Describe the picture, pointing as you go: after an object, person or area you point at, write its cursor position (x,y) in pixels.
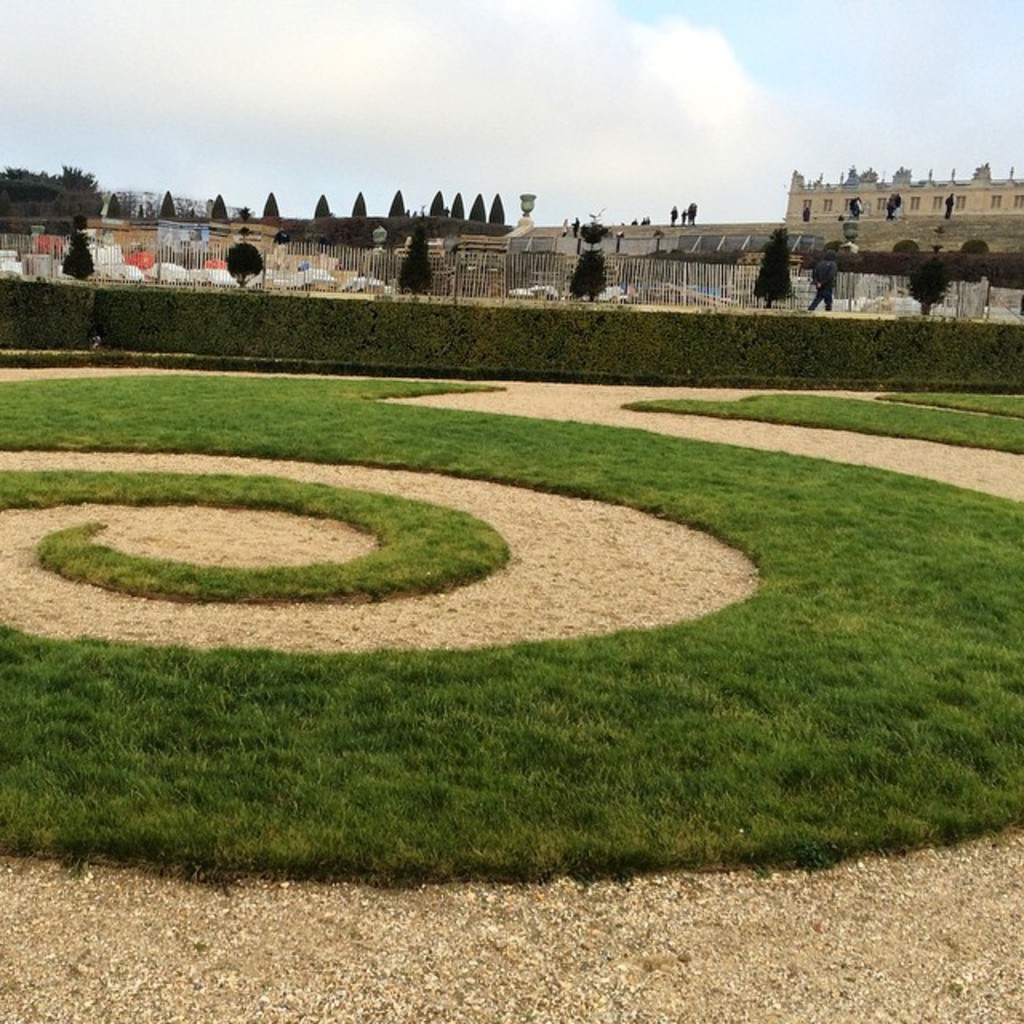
In the image we can see there is a building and trees (22,208). There is even a fence (480,271). We can even see there is grass (582,796), sand (838,937) and a cloudy pale blue sky (787,190).
